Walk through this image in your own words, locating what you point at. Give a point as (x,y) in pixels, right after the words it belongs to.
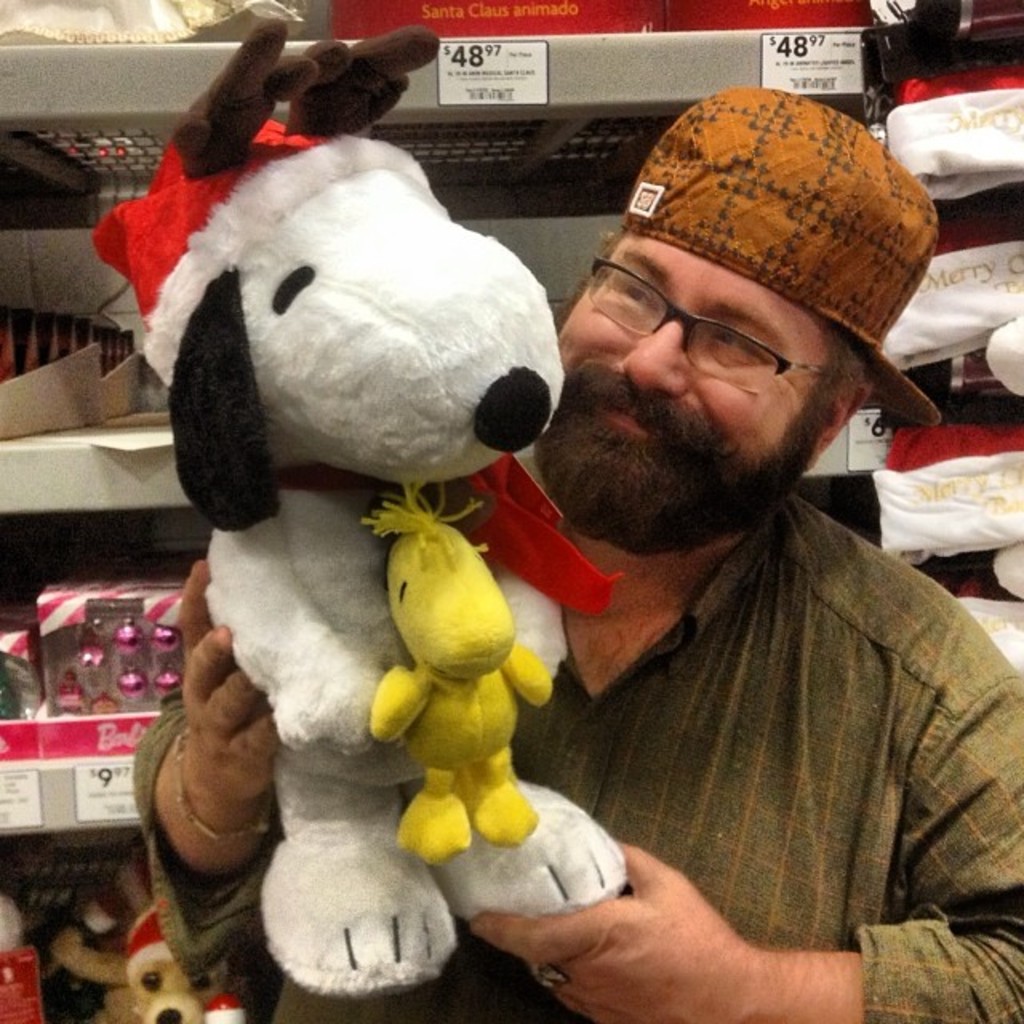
There is a person (881,797) wearing a cap (839,302) and holding a doll (371,557) which is white and yellow in color and there are few other objects (938,429) behind him.
